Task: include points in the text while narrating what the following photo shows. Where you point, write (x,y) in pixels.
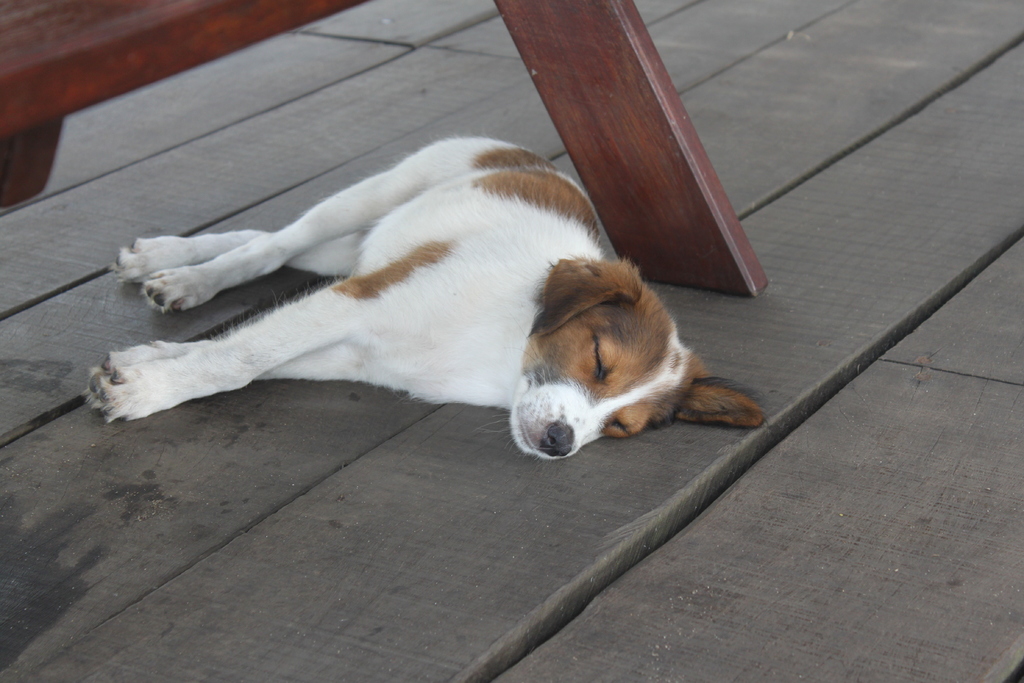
In this image I can see a dog (364,356) lying on the floor (441,494). And there is a wooden object (580,50).
